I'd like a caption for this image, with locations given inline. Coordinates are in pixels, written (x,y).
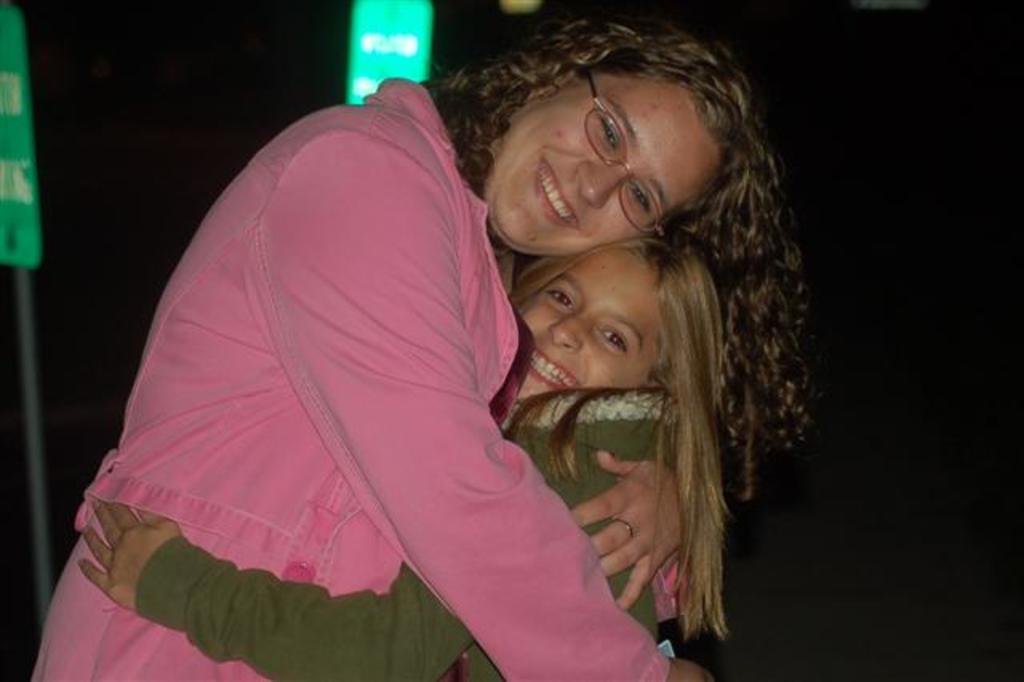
In the picture we can see a woman (378,434) wearing pink color dress (315,501), kid (308,614) wearing green color dress (321,603) hugging each other and in the background of the picture (69,17) there is dark view.
